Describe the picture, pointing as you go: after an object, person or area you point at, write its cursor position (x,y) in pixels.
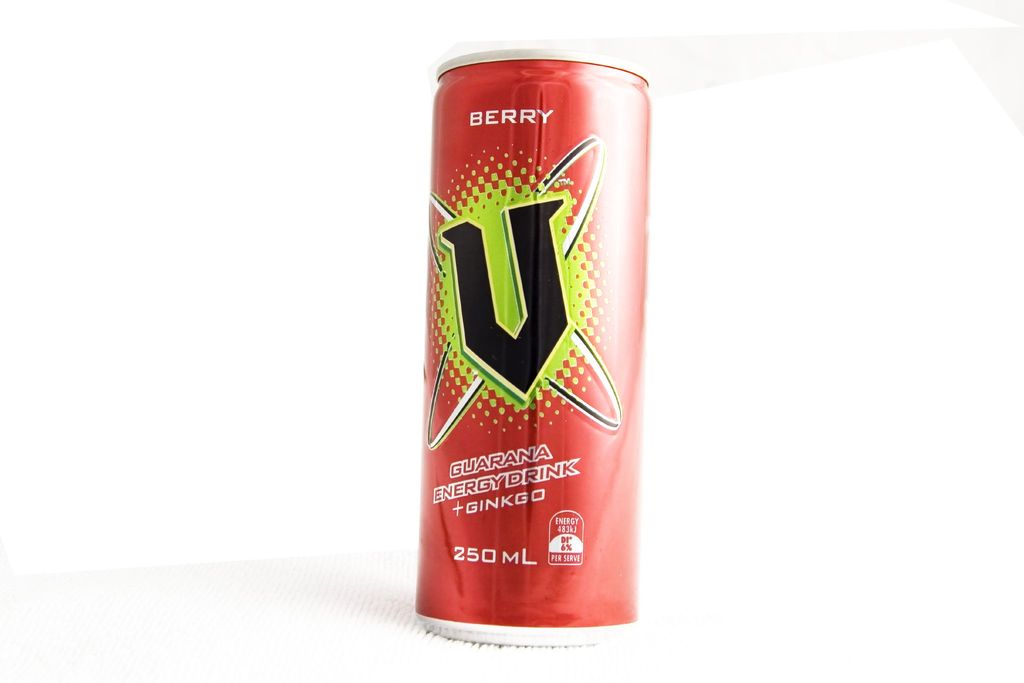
In this image I can see the tin (575,117) in red, green and black color and something is written on it. Background (105,557) is in white color.
